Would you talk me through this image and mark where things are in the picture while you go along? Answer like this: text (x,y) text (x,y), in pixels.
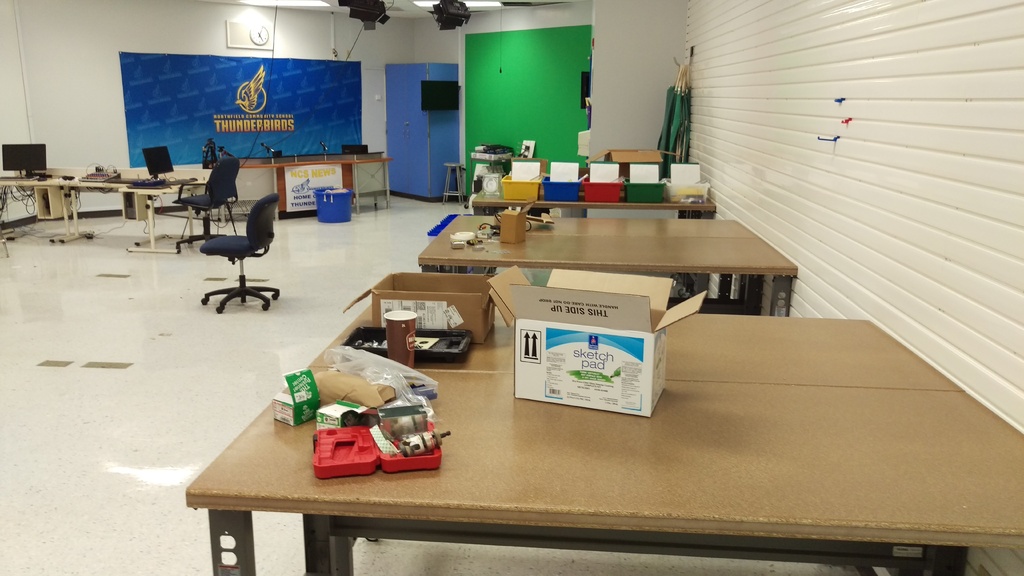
In this picture there are tables (451,447) at the right side of the image (701,467) which contains different boxes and trays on it, there is a clock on the wall (283,42) at the left side of the image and a focusing light (448,23) above the area of the image, there are two computers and chairs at the left side of the image (209,243).
